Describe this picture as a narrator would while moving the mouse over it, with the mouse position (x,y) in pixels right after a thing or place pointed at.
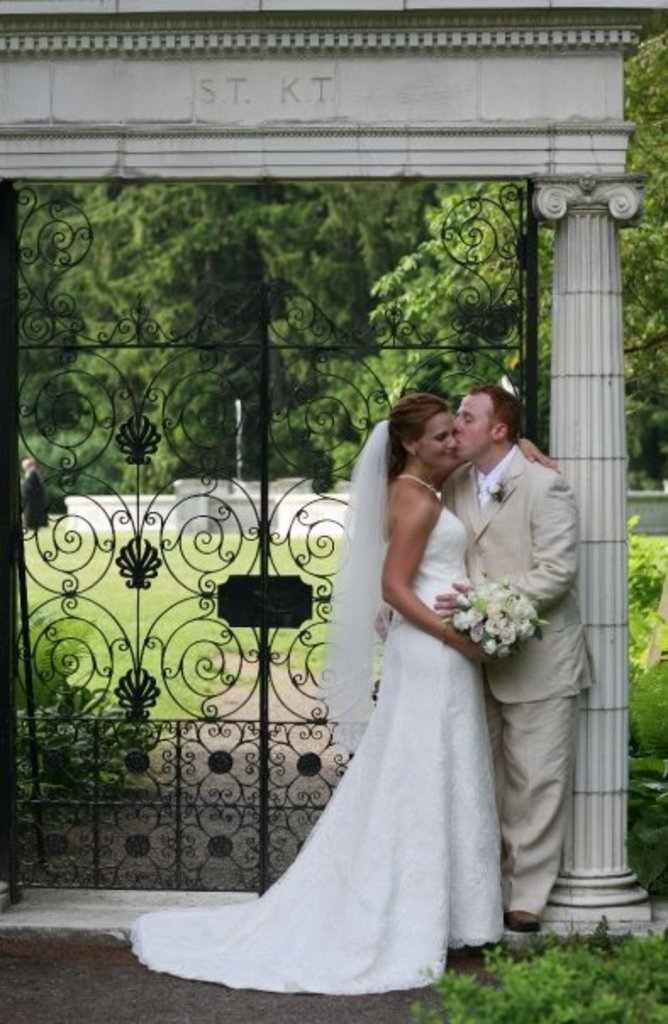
In this image I can see two persons (408,774) standing. The person (442,748) at left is wearing white color dress (449,723) and holding few flowers (517,632). In the background (274,482) I can see the gate (265,593), pillar (599,582) and few trees (199,436) in green color.
